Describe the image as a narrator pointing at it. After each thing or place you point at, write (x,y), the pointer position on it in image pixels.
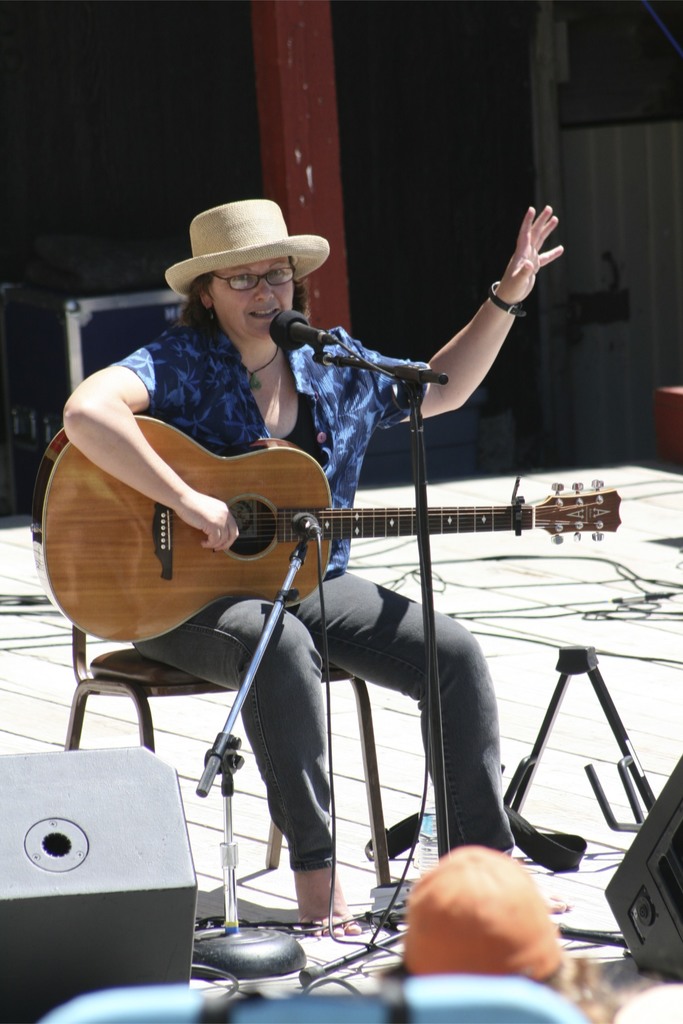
In this image there is a woman (405,611) sitting on chair (81,657). She is holding a guitar (142,552) in her arm (193,523). She is wearing a hat (214,226), spectacles (243,278) and watch (500,300). In front of her there are two microphones (292,334). On the floor (530,626) there are cables (583,557), tripod stand (566,670), bottle (433,827) and speakers (643,871). To the below there is another person (449,928). In the background (494,181) there is wall (405,107).
